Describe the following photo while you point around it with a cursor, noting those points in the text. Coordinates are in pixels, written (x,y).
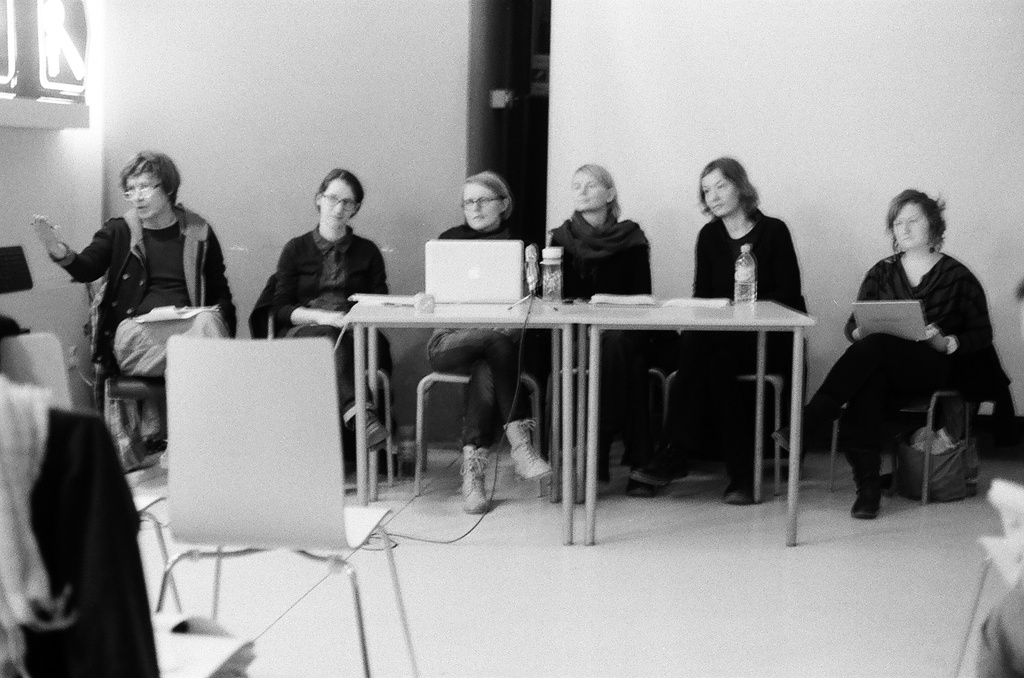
There are six women (640,237) sitting in the chair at the table (489,314) and also there are laptops (482,297), water bottles (558,287), papers (615,299) on the table (361,442). We can see chairs (337,469), wall (82,173) in the image.
